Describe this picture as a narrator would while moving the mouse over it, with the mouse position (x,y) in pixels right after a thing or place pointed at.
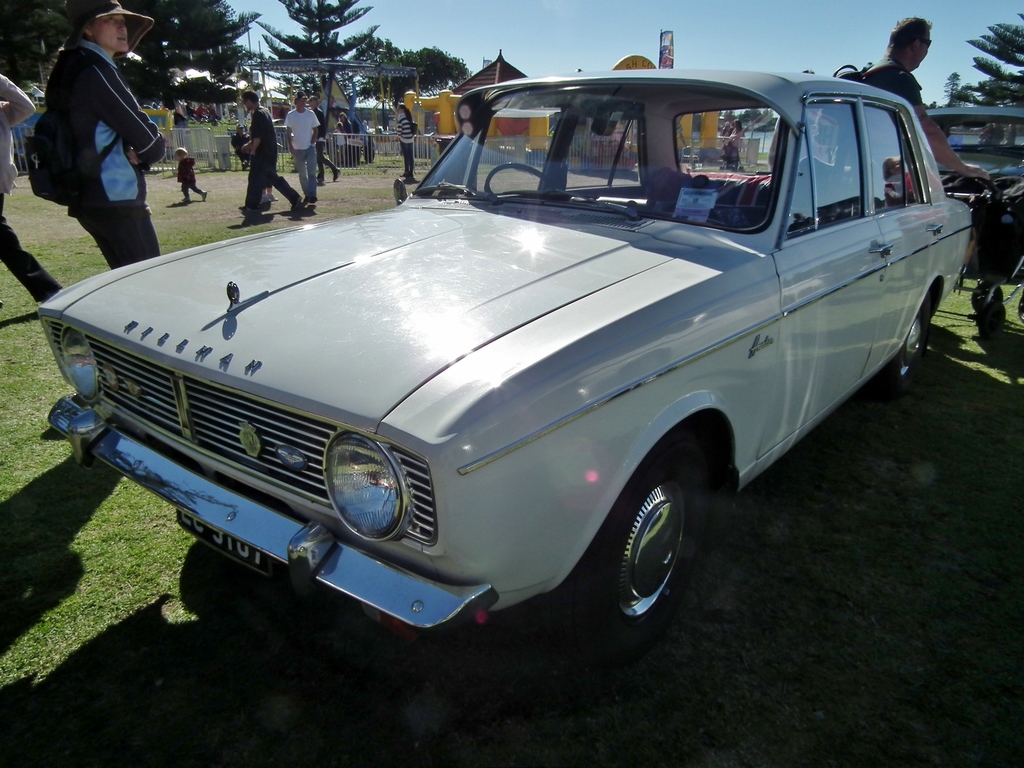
In this picture, we see the white car (560,365) parked. Behind the car (661,394), the man (903,87) in black T-shirt (884,85) is holding a trolley (1001,237) in his hand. Beside the car (425,198), we see people (273,167) walking on the ground (384,186). Behind him, we see an iron railing (282,139) and a building (427,106) in yellow color. There are trees (27,28) in the background (20,45). At the bottom of the picture (269,618), we see the grass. At the top of the picture (606,50), we see the sky (647,14).
